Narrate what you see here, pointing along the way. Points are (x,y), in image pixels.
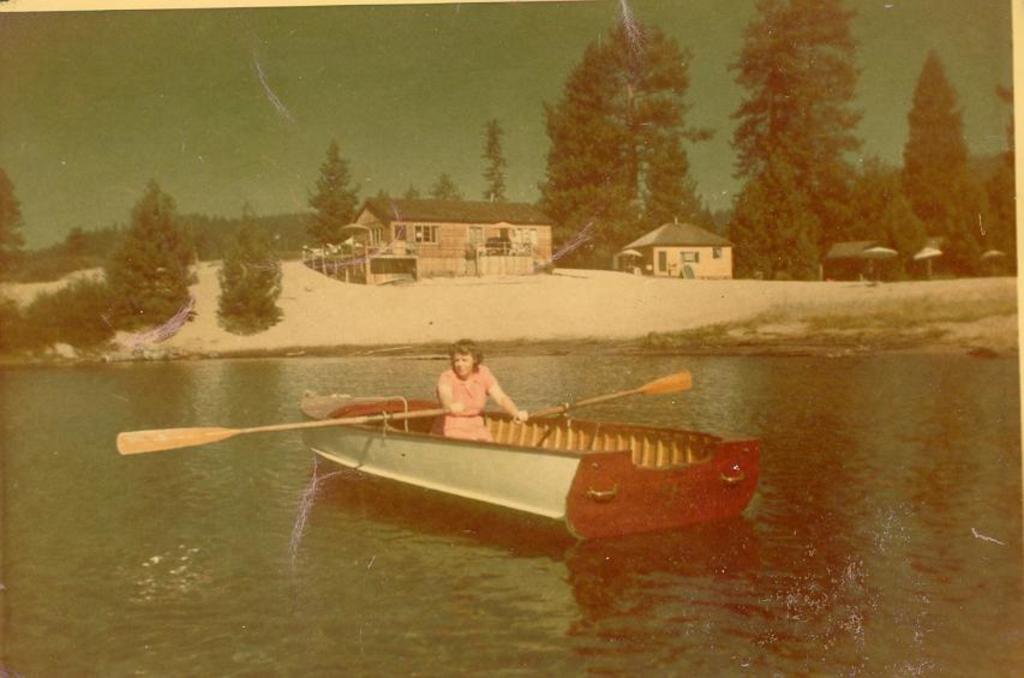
In this picture I can see the photo. In the center of the photo (470,437) there is a woman (493,379) who is driving the boat (586,483) on the water (652,594). In the background of the photo (339,310) I can see the beach (942,307), trees (594,224), buildings (713,270) and shed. At the top of the photo (411,110) I can see the sky (509,37).
